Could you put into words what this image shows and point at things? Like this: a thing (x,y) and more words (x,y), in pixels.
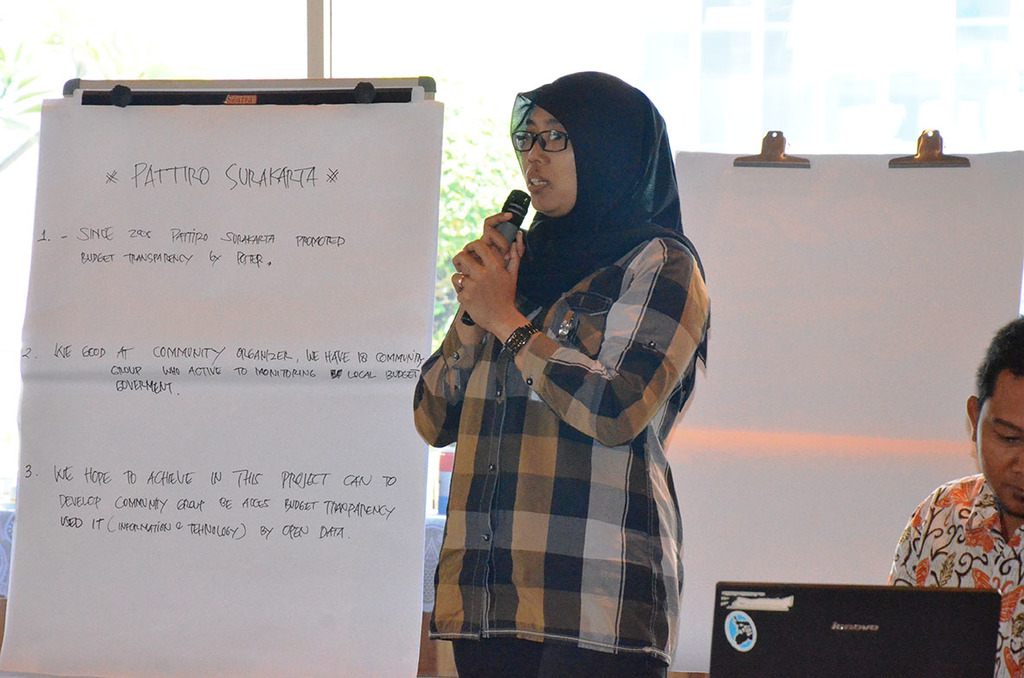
This is the woman (550,516) standing. She is holding mike (507,201) and speaking. This is the paper (361,209) attached to the board (266,98). Here I can see another board (754,229) with paper (846,312) on it. This is the man (924,512) sitting. This looks like a laptop (793,603) which is black in color. At background (746,108) this looks like a window (372,51).
